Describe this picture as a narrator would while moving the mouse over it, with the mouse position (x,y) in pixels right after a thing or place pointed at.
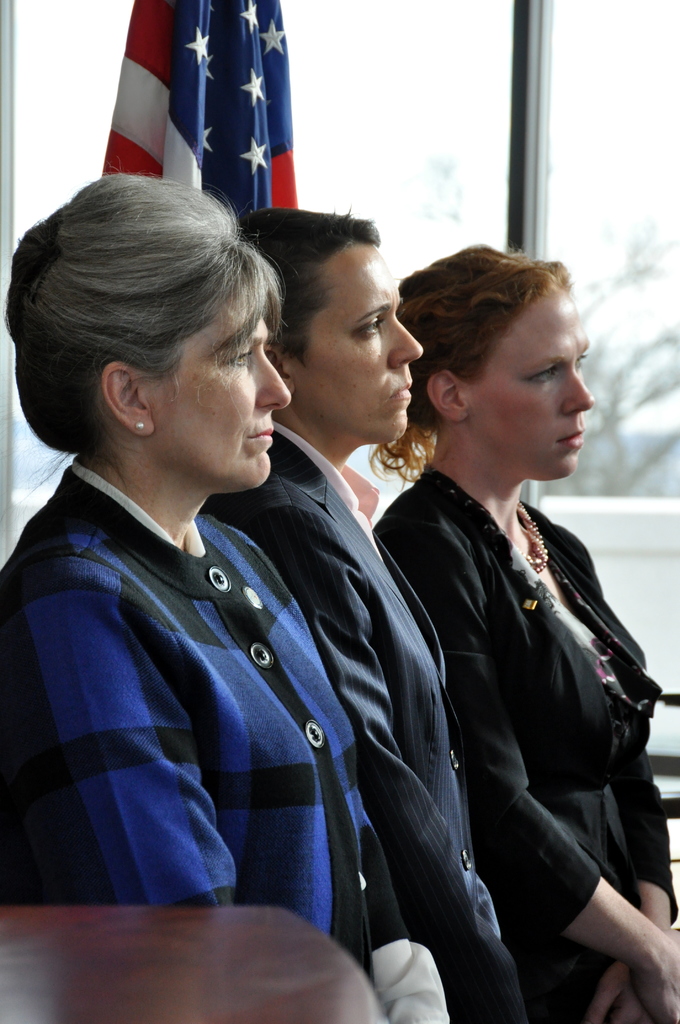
In the center of the image (346,409) there is a woman (347,650). In the background (92,81) we can see flag (213,119), tree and windows (395,216).
